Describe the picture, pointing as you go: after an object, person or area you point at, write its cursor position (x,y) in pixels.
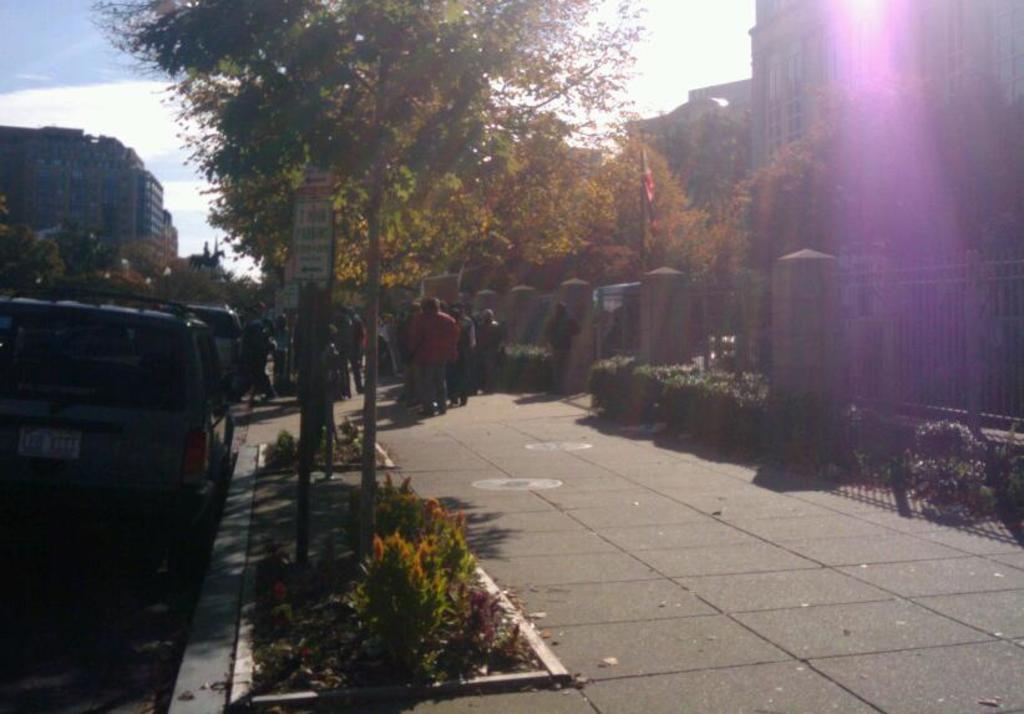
In this picture we can see vehicles (198,401) on the road (104,652) and a group of people (246,337) standing on a footpath (561,584), flags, fence (765,348), name board (312,278) attached to a pole (325,301), plants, buildings (113,203), trees (348,203) and in the background (115,91) we can see the sky (140,99).
